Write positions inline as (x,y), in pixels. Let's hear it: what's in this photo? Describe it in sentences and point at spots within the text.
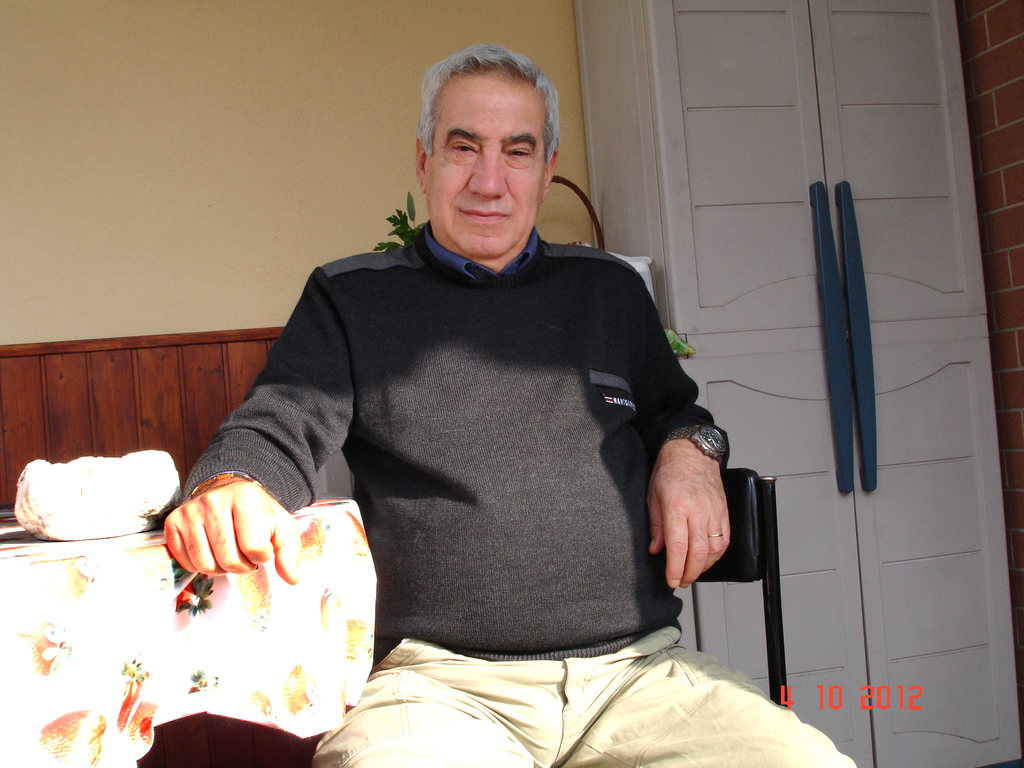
In the center of the image (422,428), we can see a man (551,449) sitting on the chair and in the background (150,180), there is a table (202,635) and we can see an object (94,484) on it and there is a cupboard (819,278) and a wall (305,172). At the bottom (788,691), we can see some text (823,695).
